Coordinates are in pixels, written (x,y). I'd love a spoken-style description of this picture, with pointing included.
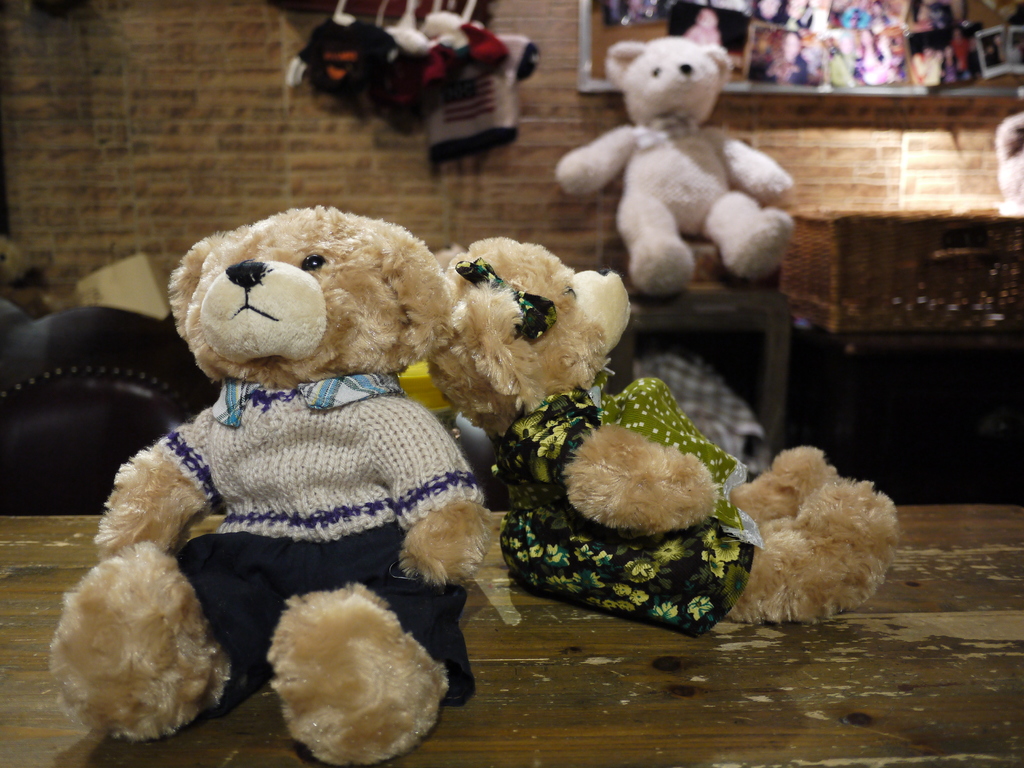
In this image, we can see some tables (710,306) and teddy bears (591,294). We can also see the wall (314,124) with some objects (489,56), a board (605,39) with some photos (812,51). We can also see some objects (1009,224) on the right (1019,233). We can see a black colored object (1011,437).
